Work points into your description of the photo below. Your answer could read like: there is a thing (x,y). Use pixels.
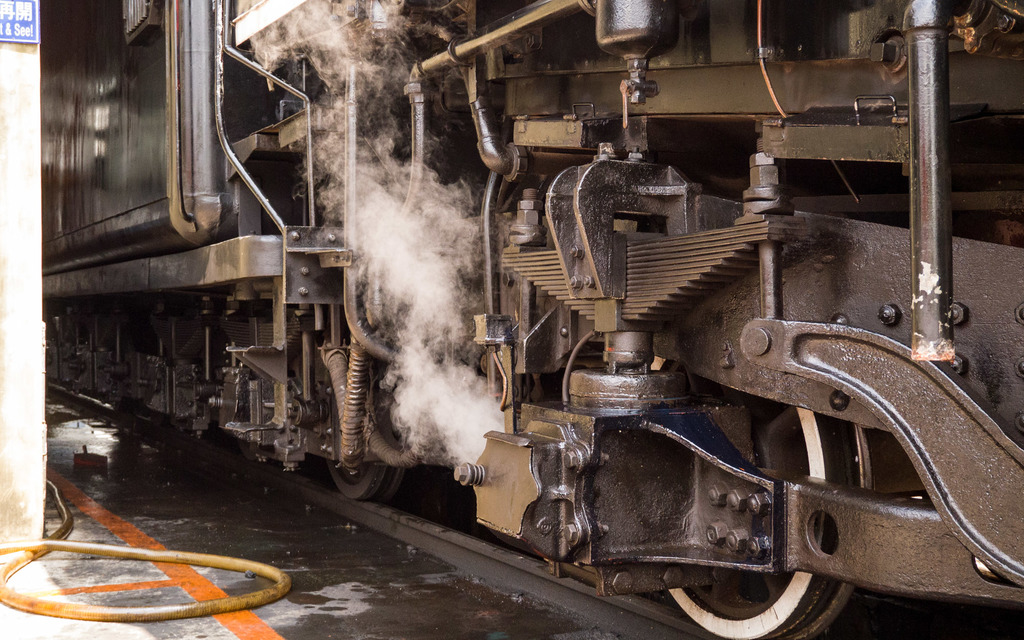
This image is taken outdoors. At the bottom of the image (305,629) there is a floor (108,474) and there is a pipe (26,561) on the floor (101,521). On the left side of the image (21,263) there is a wall (20,252) with a board (11,42) on it. In this image there is a train (694,598) on the track (580,601).
